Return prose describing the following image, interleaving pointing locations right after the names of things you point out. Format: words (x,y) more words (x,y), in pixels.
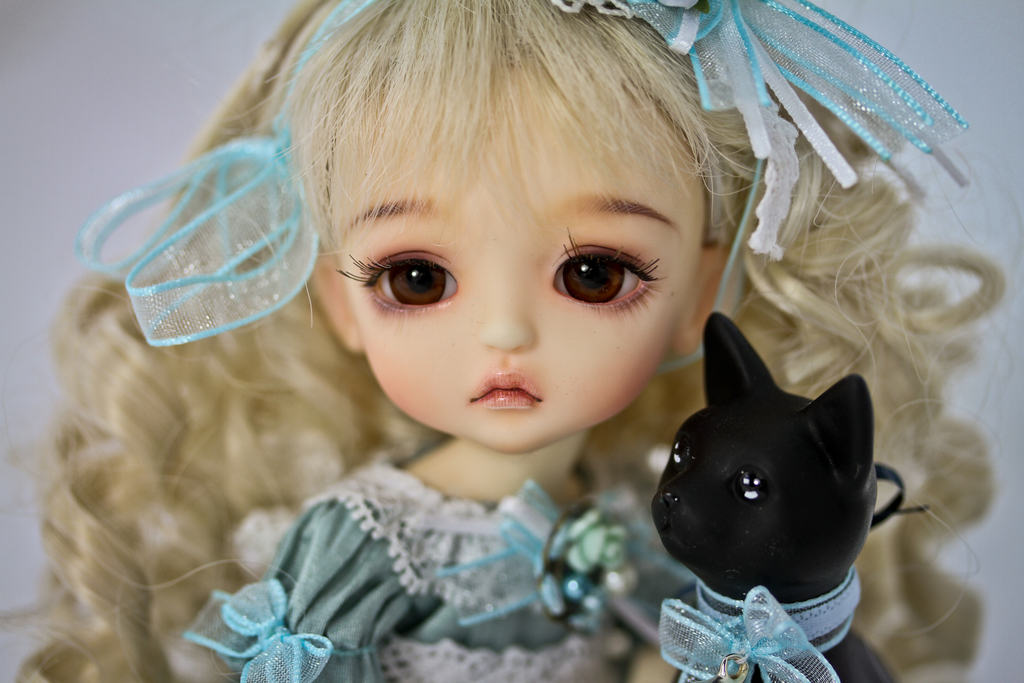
In the image we can see a doll (439,514) wearing clothes (399,542) and hair band (735,78), next to the doll (445,525) there is a toy cat (745,594), black in color. The background (26,173) is white and slightly blurred.
